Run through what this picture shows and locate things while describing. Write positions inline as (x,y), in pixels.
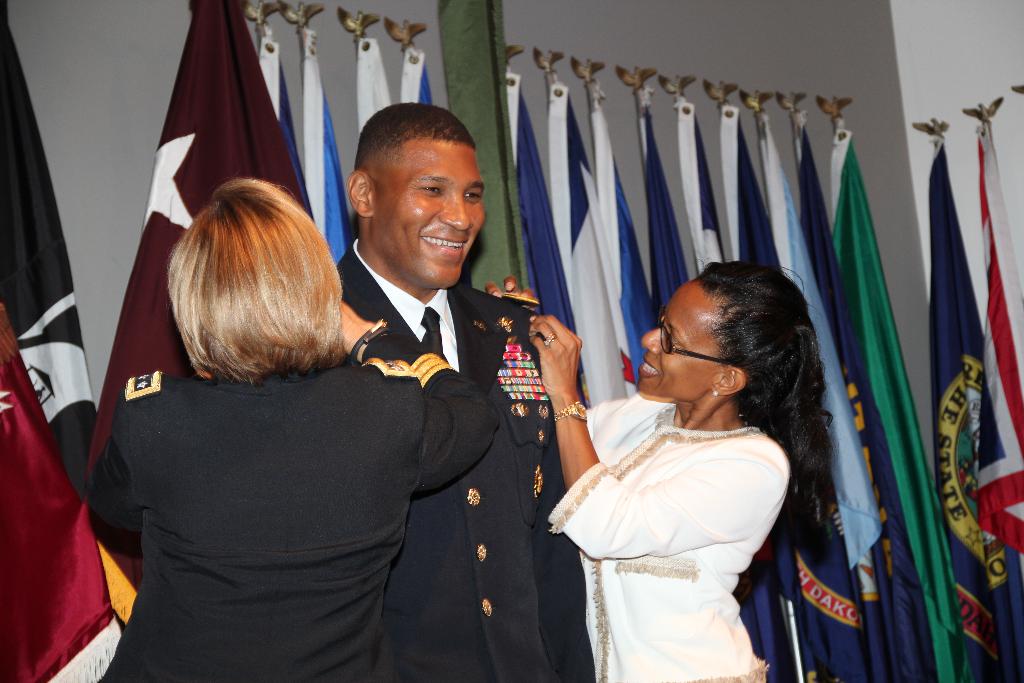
This picture seems to be clicked inside the room (452,394). On the left (292,374) we can see the two persons (362,358) wearing uniforms (390,499) and standing. On the right (758,350) we can see a person (662,484) wearing white color dress (665,508), holding an object (517,301) and standing. In the background (636,26) we can see the wall (658,26), we can see the flags (697,212) and some sculptures (412,35) of some objects (947,125) attached to the flags (557,149) and we can see some other objects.
